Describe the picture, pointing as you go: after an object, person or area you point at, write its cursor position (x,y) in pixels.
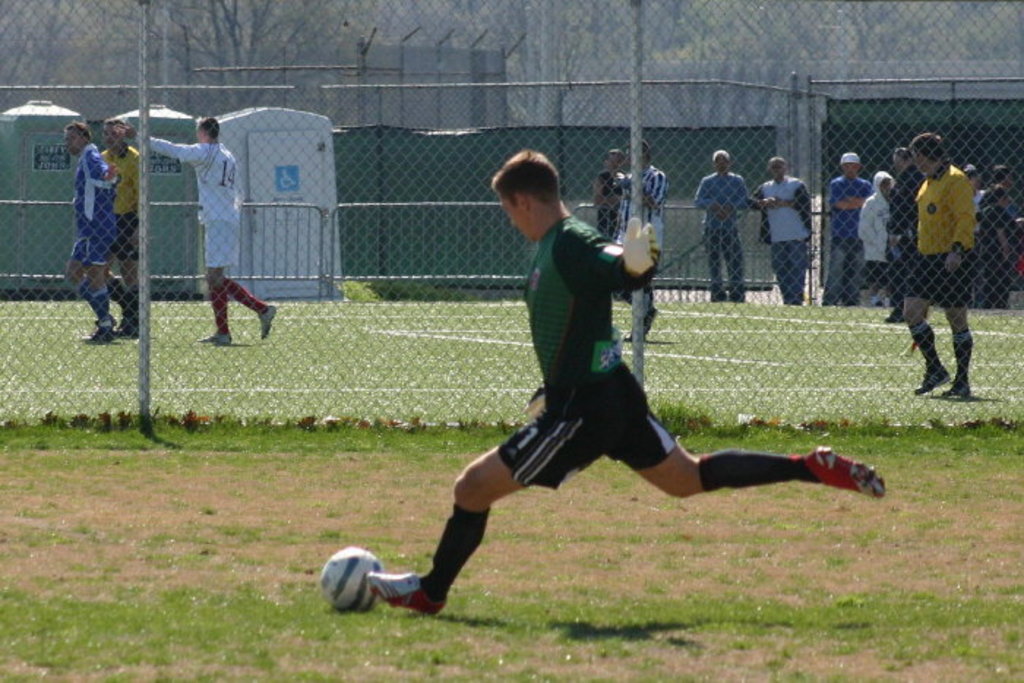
Here we can see a person (578,346) and ball (344,573). Backside of this mesh (523,52) there are people (727,231), fence (309,82), trees (328,9) and restroom cabins (69,199).
